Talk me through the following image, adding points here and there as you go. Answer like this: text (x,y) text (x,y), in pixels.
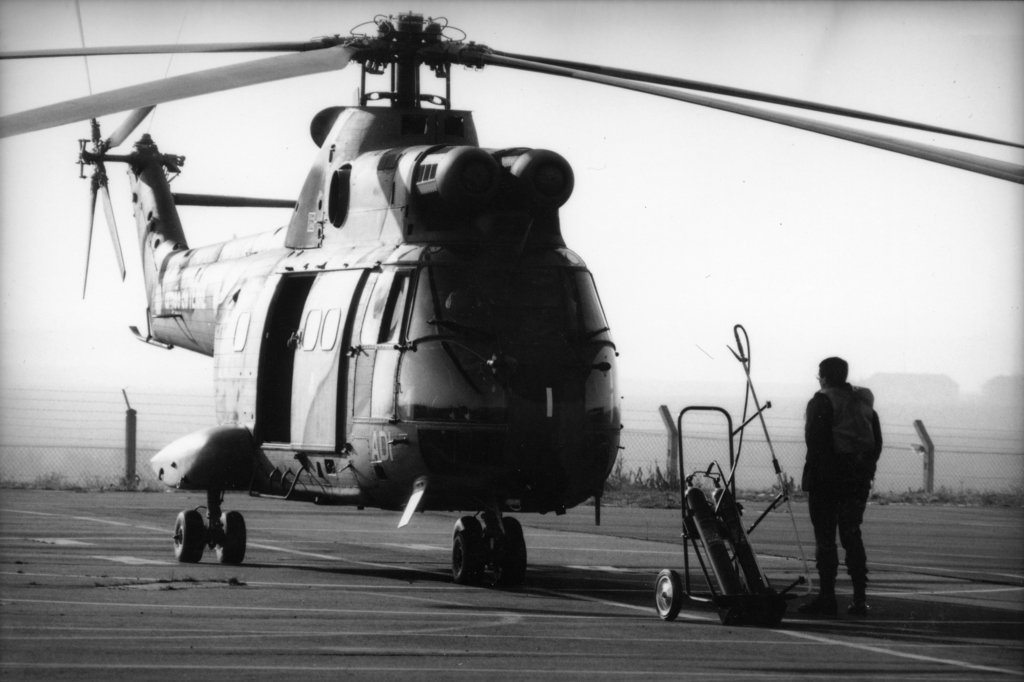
In this picture I can see a person (844,536) standing, an oxygen cylinder trolley (657,608), there is a helicopter (498,543), and in the background (132,423) there are poles (135,447) and sky (730,170).
